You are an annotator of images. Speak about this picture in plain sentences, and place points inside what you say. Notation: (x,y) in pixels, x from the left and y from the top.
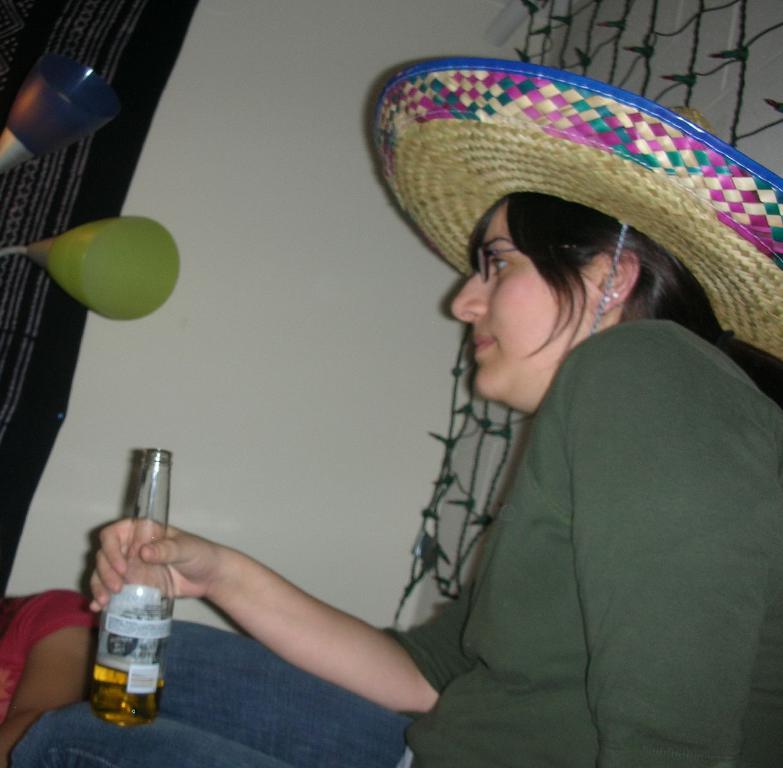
In this image on the right (584,433) there is a woman (610,544) she wear green t shirt (568,597) and trouser (219,732) she is holding bottle (146,607) she wear hat (427,214). In the background (186,612) there is a person (60,647), wall (197,355), net (694,44) and cloth (173,50).
